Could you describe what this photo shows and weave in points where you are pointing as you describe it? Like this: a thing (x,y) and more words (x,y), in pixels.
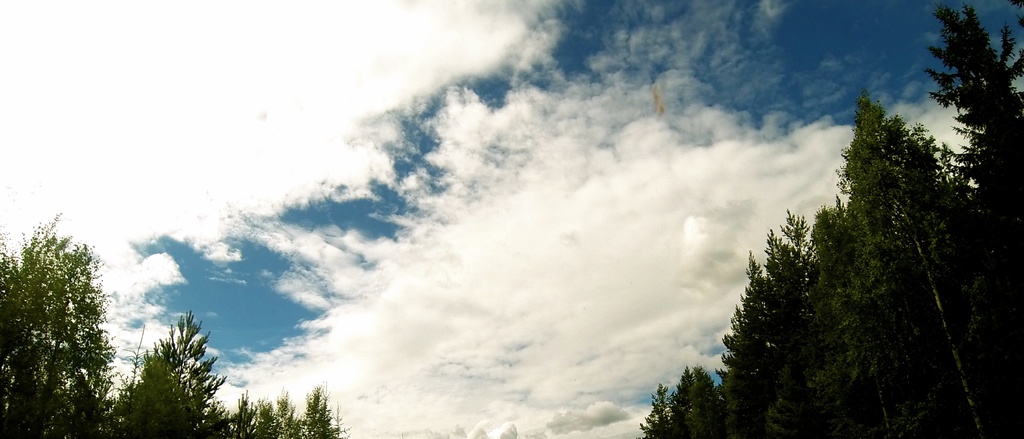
In this image we can see sky (820,47) with clouds (592,254) and few trees (153,392).
